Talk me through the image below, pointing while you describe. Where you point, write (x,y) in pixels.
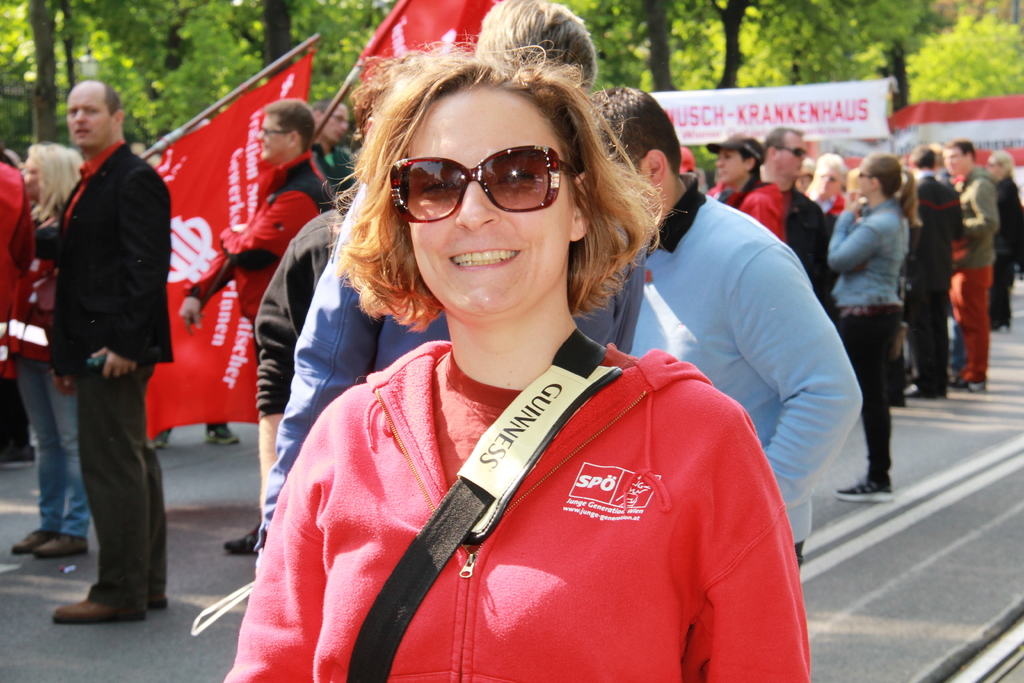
This image is clicked on the road (882,529). There are many people (704,307) standing on the road (873,558). They are holding flags (210,178) and placards (769,101) in their hands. In the foreground (676,400) there is a woman (615,477) standing. She is smiling. Behind them there are trees (829,36).
